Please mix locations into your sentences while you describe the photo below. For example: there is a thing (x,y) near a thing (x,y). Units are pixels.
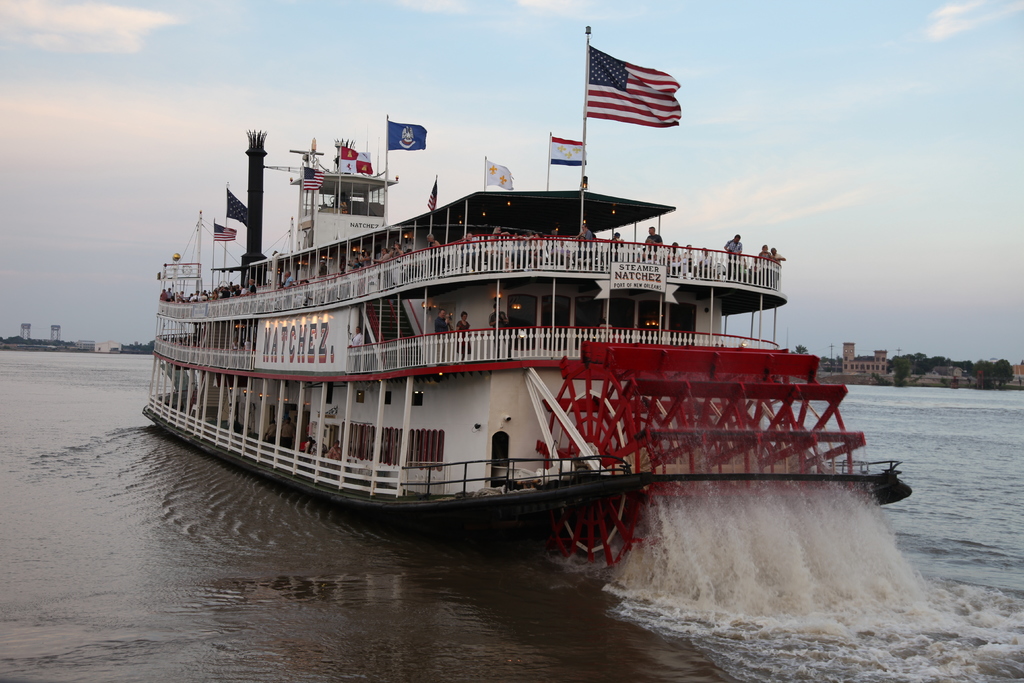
In this image we can see a ship (459,340). Right side of the image (939,502) sea (934,464) is there and on ship (445,242) flags (401,143) are present and people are standing on the ship (484,346). The sky (772,56) is in blue color with some clouds (121,38).
